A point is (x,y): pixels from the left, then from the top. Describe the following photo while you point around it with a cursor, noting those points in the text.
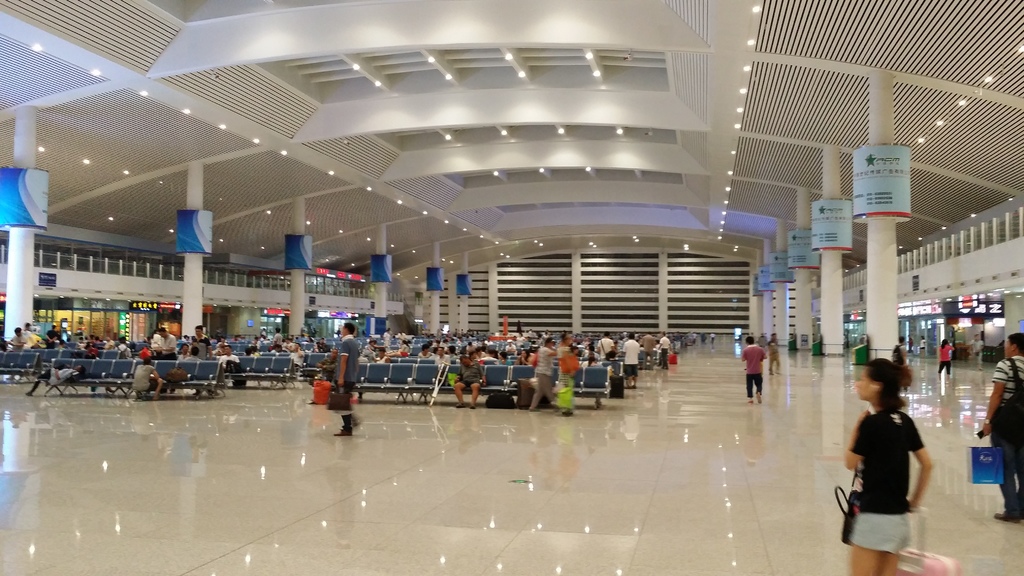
This picture is clicked inside the hall (606,428). In the center (374,355) we can see the group of persons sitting on the chairs (401,369) and we can see the group of persons (146,362) and we can see the pillars (875,103) and boards (830,229) on which we can see the text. At the top (825,75) there is a roof (553,68), ceiling lights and we can see the chairs (427,375) and many other objects (445,370).
